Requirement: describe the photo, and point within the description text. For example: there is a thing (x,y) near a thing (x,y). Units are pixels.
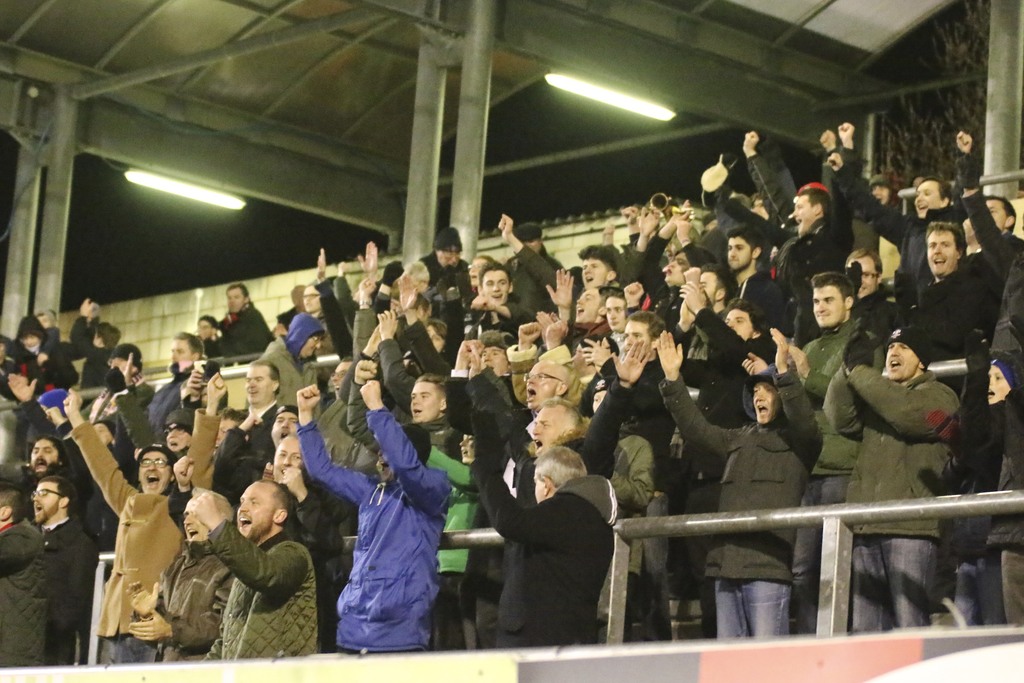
In this picture we can see a group of audience (618,414) standing and shouting. Above we can see the iron frame (782,76) and shed (694,95) with tube lights (549,77).
